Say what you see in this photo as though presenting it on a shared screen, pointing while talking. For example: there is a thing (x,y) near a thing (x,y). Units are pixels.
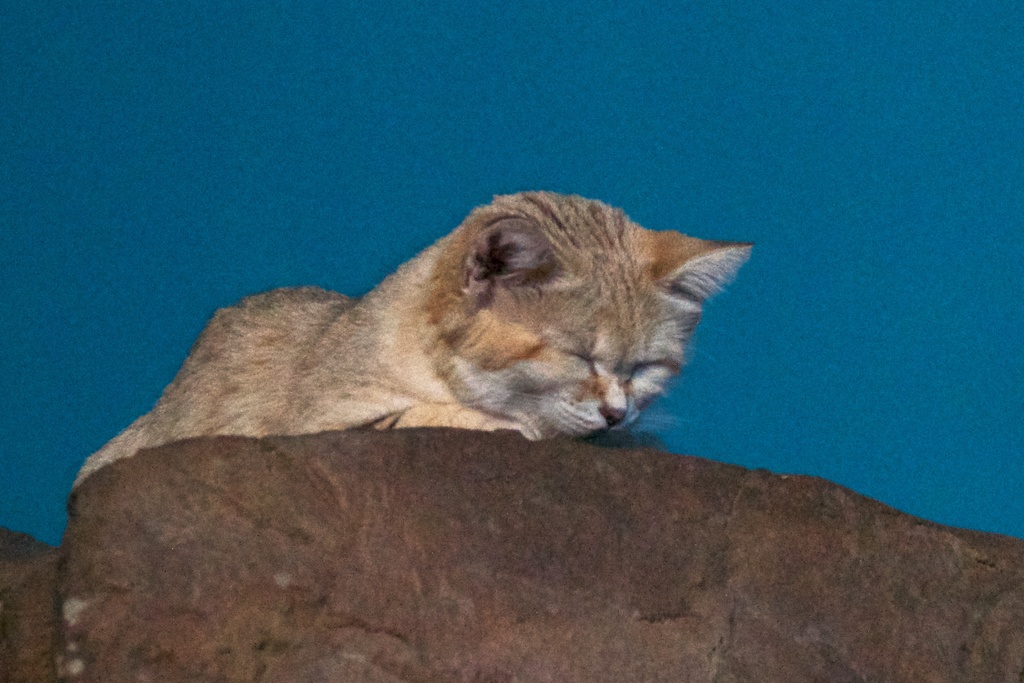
In the background (802,120) we can see blue backdrop (449,81). In this picture we can see a cat (411,383). At the bottom portion of the picture (768,563) we can see brown color surface (488,588).
